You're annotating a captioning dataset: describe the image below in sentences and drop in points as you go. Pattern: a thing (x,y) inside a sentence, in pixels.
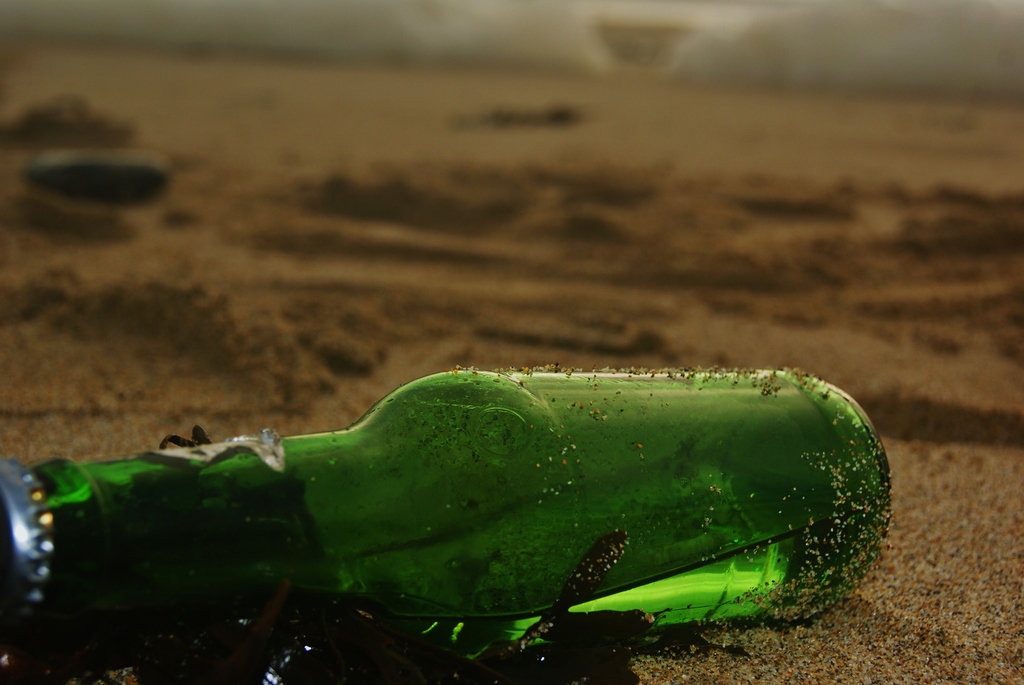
In this picture we can see bottle (732,410) with some drink (780,563) in it, kept on a sand floor (893,532).
